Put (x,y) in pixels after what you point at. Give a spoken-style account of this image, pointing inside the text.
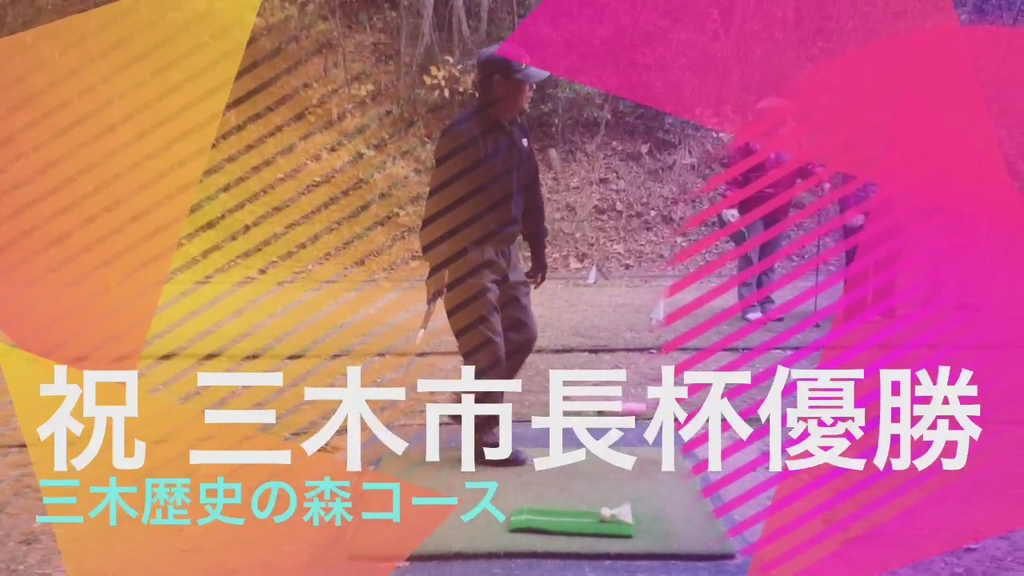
This is an edited image, in this image there are people (491,298) standing on a land (277,359), in the background (413,35) there are trees (419,50) and there is text (206,455) and few colors.
